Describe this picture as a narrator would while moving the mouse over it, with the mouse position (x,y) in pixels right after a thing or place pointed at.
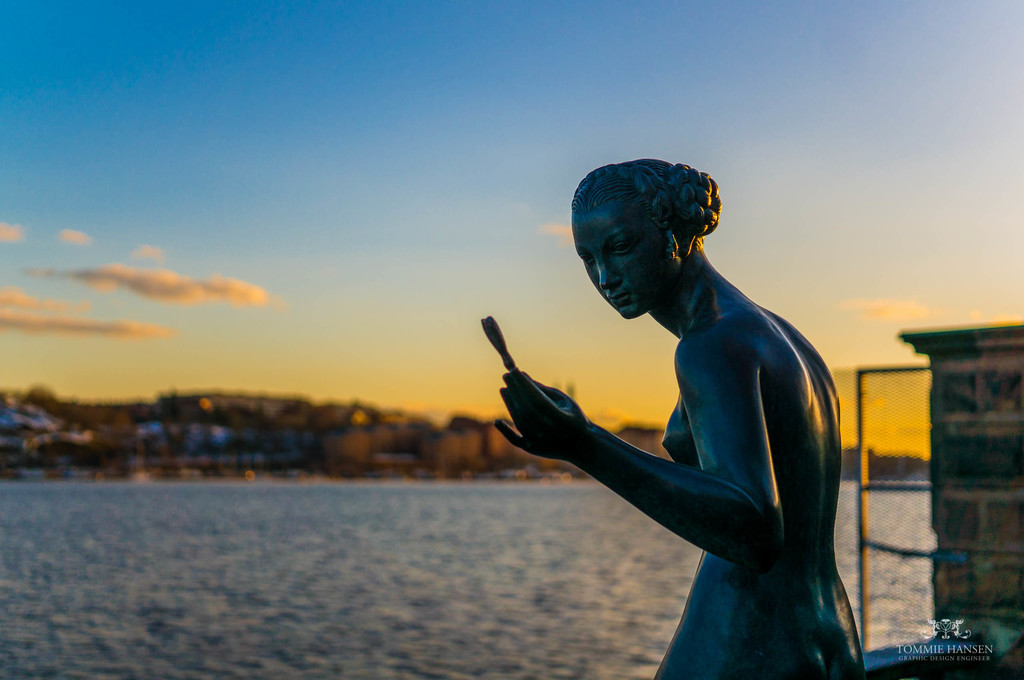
In this image, we can see a statue (656,282) and in the background (454,453), there are buildings (458,435) and trees (325,426) and we can see a wall (940,506) and there is water (507,602). At the top (257,170), there are clouds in the sky (414,238) and at the bottom (942,633), there is some text (930,647) and a logo (933,626).
